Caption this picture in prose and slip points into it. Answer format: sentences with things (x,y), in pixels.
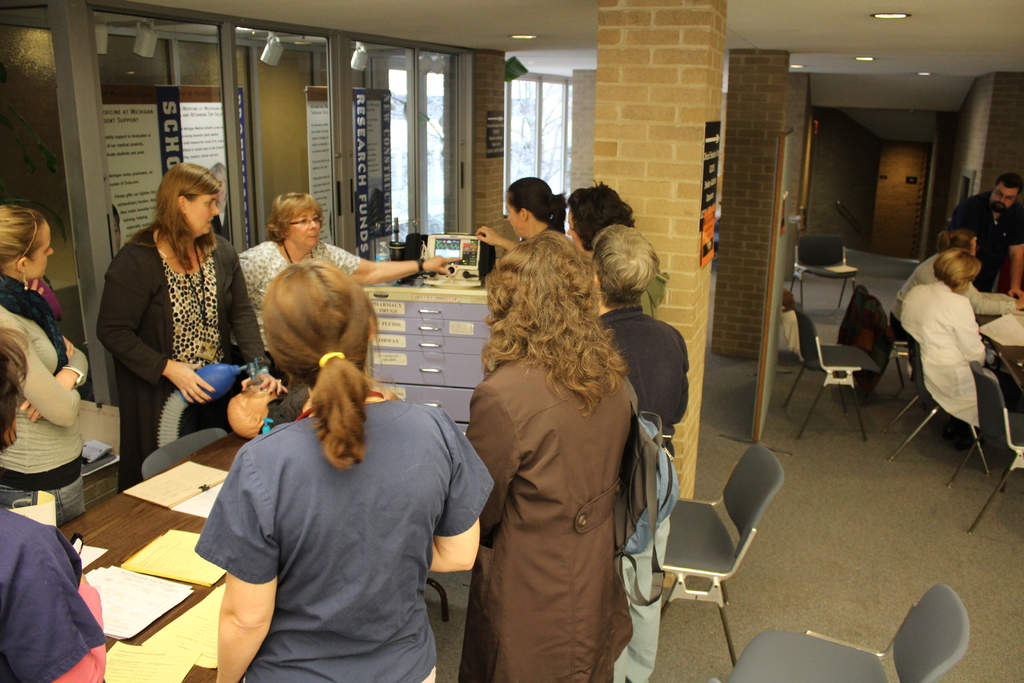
In the picture we can find some people (594,335) are standing near the table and watching on the computer screen (465,257). in the background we can find windows (53,140), doors (89,139) of glass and we can also find the pillars (741,243) constructed with bricks (732,252) and just beside to them there are some chairs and some more people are sitting. The people (581,335) who are standing here watching on the computer screen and on the table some papers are placed.
